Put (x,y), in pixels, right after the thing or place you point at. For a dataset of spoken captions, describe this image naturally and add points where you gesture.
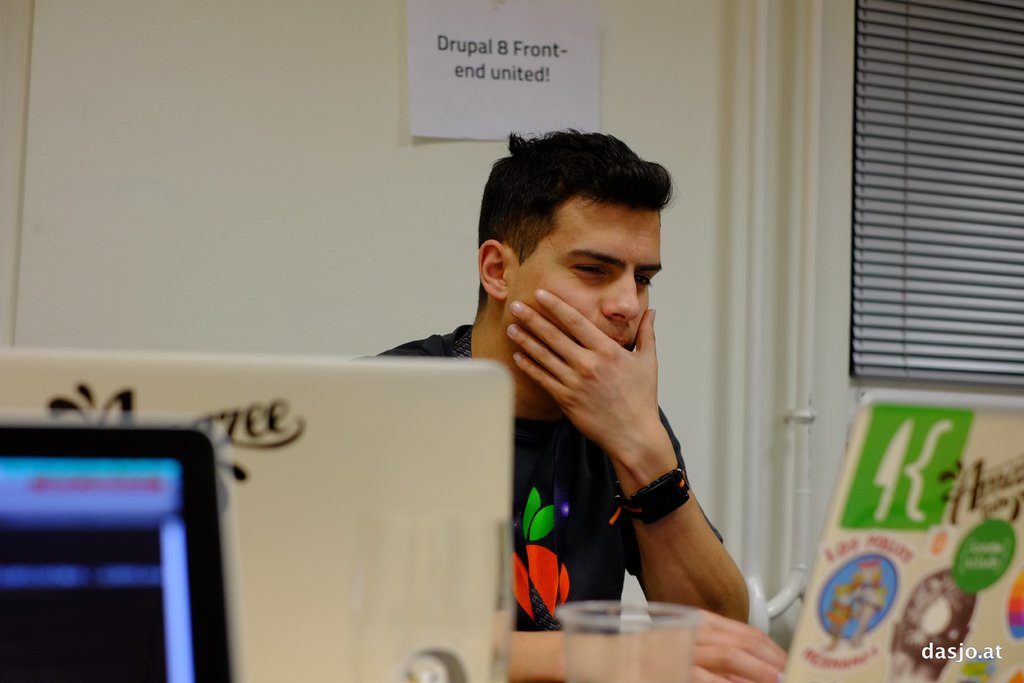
This is the man (574,540) sitting. I think these are the three laptops (446,574) and a plastic glass (674,652). This is the paper (431,76) attached to the wall (371,82). I can see the pipes (801,280) attached to the wall (346,84). This looks like a curtain (931,283). This is the watermark (955,655) on the image.
